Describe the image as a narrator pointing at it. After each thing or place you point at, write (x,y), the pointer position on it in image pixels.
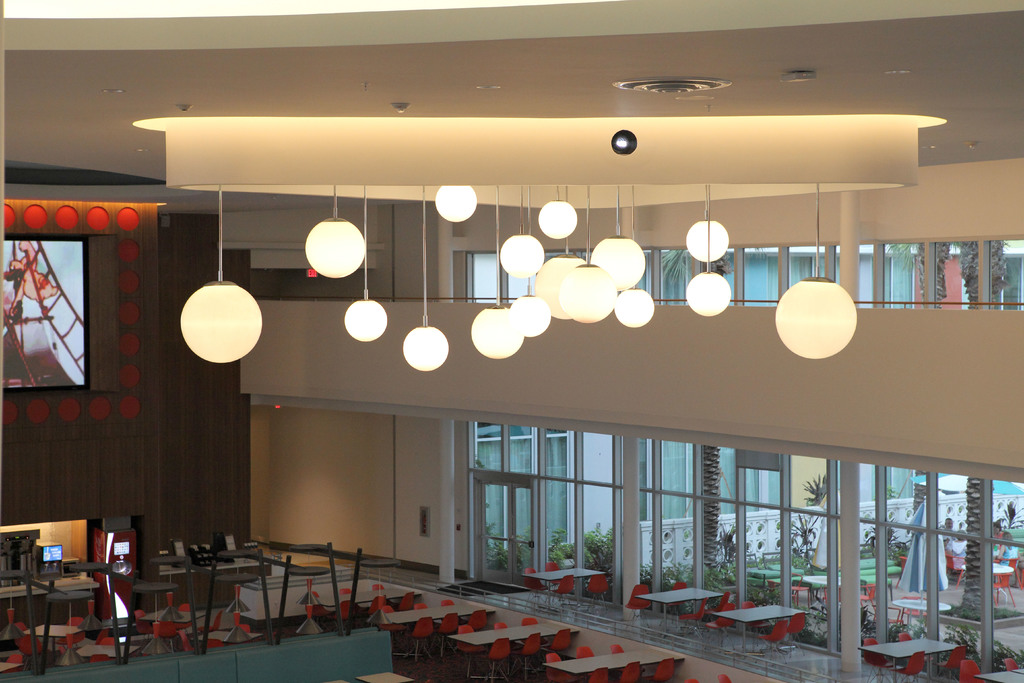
This image is taken indoors. At the top of the image (256,130) there is a roof (544,121) with many lights (632,289) and lamps (607,243). At the bottom of the image (446,626) there are many empty chairs (499,641) and tables (368,593) on the floor (812,653). In the background (492,403) there are few walls (611,225). There is a screen (55,287) on the wall (102,274). There are many glass doors (717,519). Through the glass doors (745,550) we can see there are many plants (995,660) in the pots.
